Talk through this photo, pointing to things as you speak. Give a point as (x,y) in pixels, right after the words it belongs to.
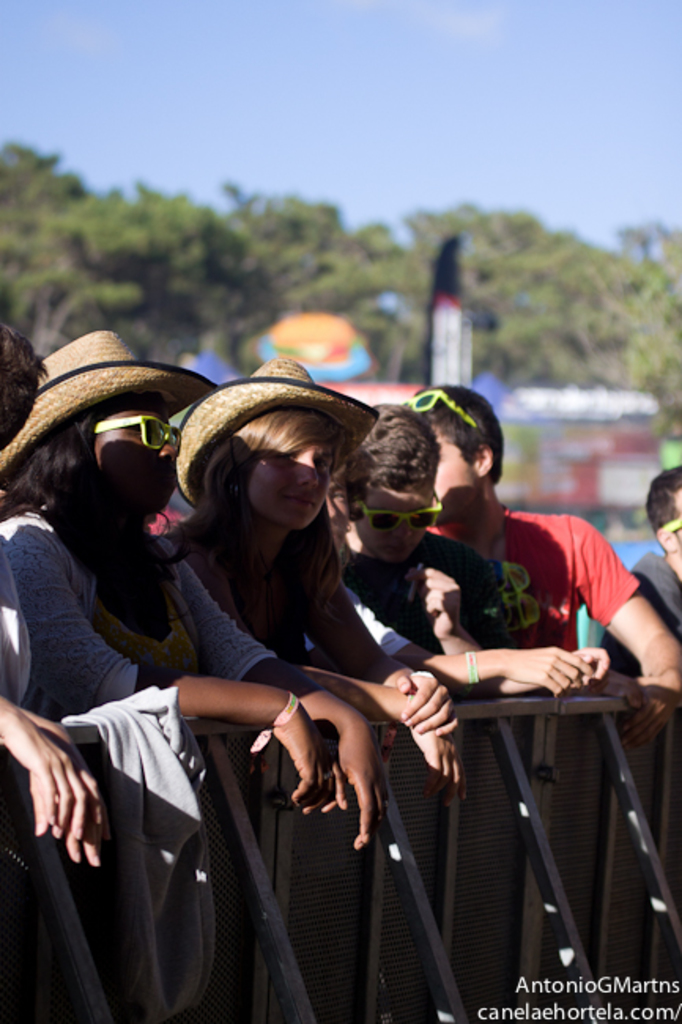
In the center of the image (392,563) we can see a group of people (394,458) are standing and some of them are wearing hats (218,425), goggles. At the bottom of the image (422,820) we can see the mesh (586,780). In the bottom right corner (646,1009) we can see the text (483,1018). In the background of the image (301,263) we can see the trees (497,372), stalls (541,466). At the top of the image (373,74) we can see the sky (434,59).
